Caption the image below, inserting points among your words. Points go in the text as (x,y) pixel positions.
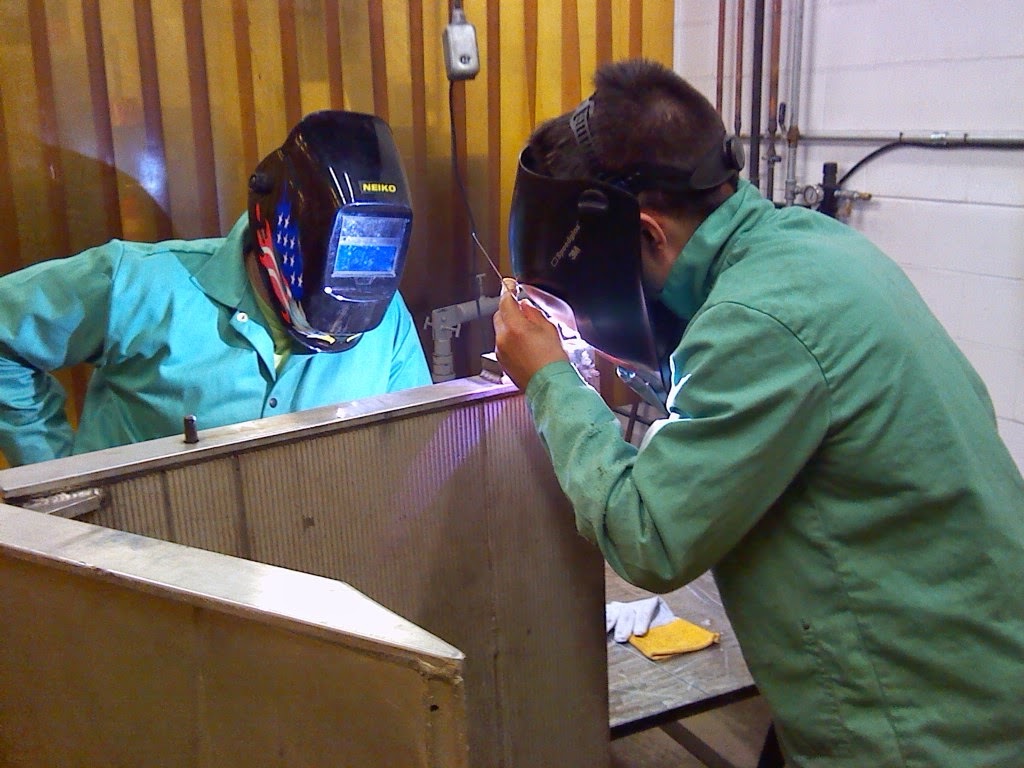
In this picture there is a person (657,333) standing and holding the object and there is a person (117,443) standing and there is a metal object (485,450). At the bottom (654,639) there is a glove (623,643). At the back (894,150) there are pipes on the wall (883,158).
